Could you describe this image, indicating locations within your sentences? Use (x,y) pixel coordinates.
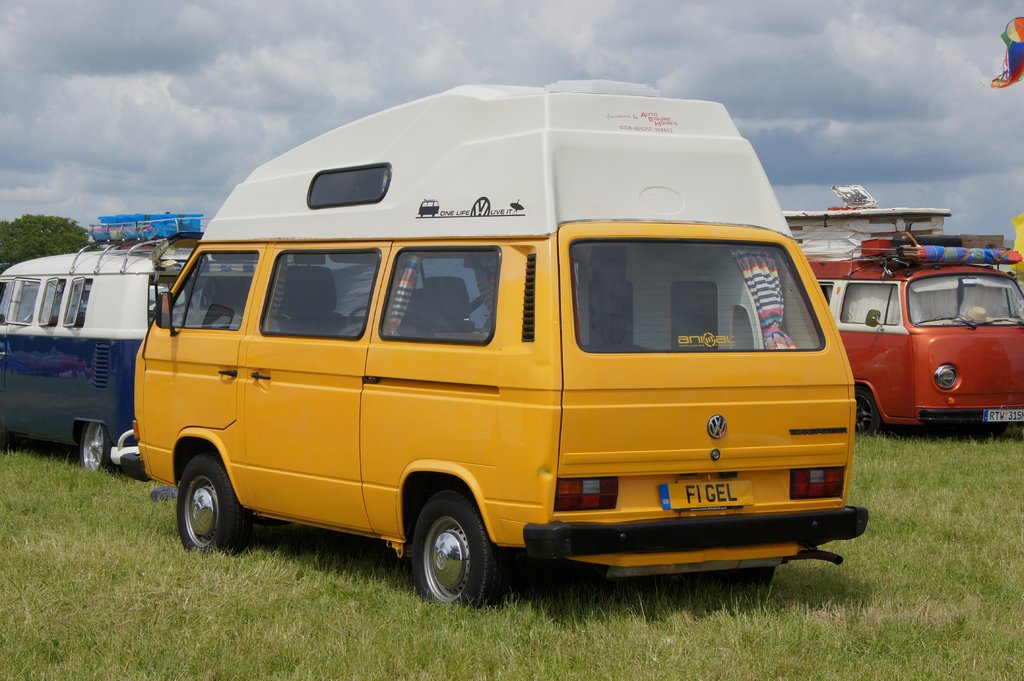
In this picture we can see vehicles (605,514) on the ground (878,480) and in the background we can see trees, sky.
